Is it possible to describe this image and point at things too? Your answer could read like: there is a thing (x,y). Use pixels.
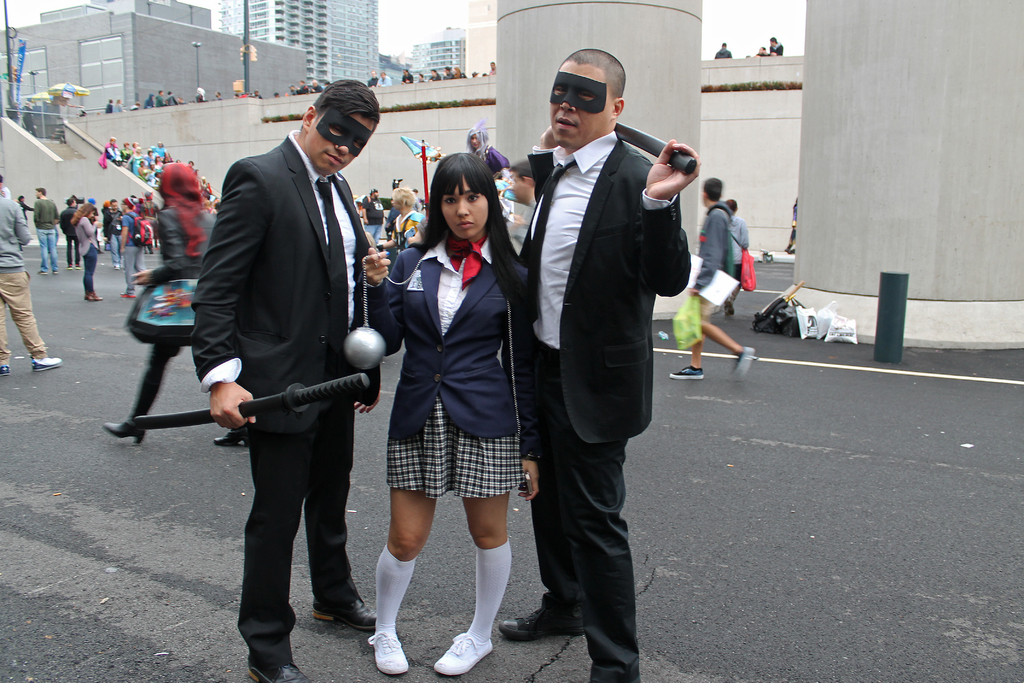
In the picture we can see two men (334,608) and a woman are standing in the blazers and woman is holding a chain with a ball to it and behind them, we can see some people (71,235) are standing and talking to each other and behind them we can see some buildings (272,91) with many floors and a part of the sky (35,10) beside it.
